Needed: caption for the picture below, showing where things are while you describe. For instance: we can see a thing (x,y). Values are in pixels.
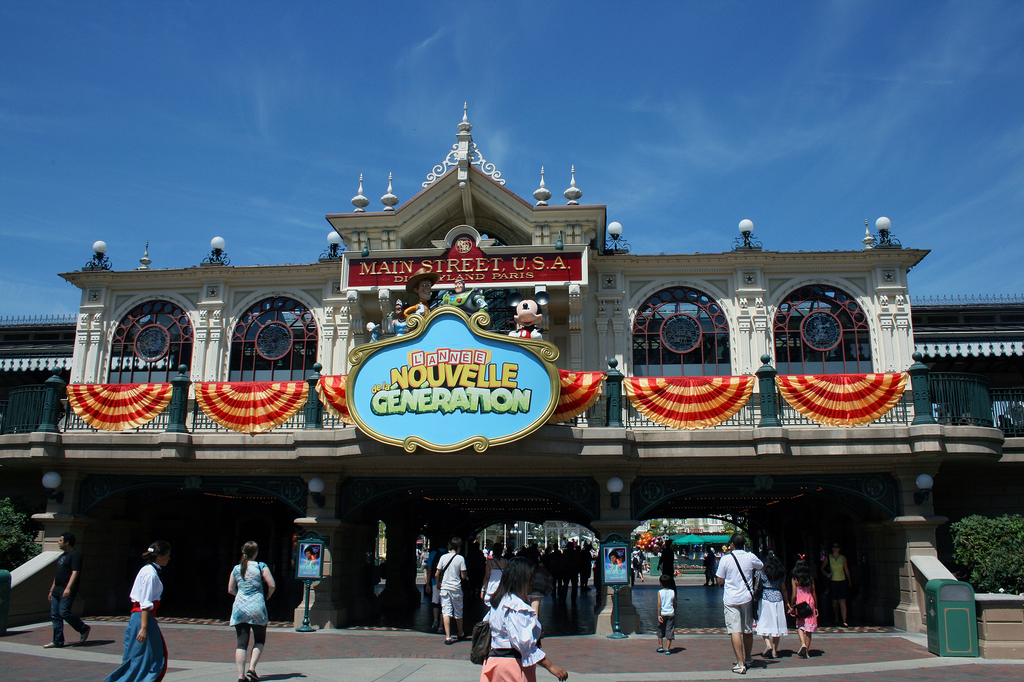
In the image there is a building (145,342) which is decorated. Under it there is passage (479,533) through which people (758,577) are going. Beside it there are building (608,527). In front of the building (926,562) there are plants (17,566). The sky (200,87) is clear.
